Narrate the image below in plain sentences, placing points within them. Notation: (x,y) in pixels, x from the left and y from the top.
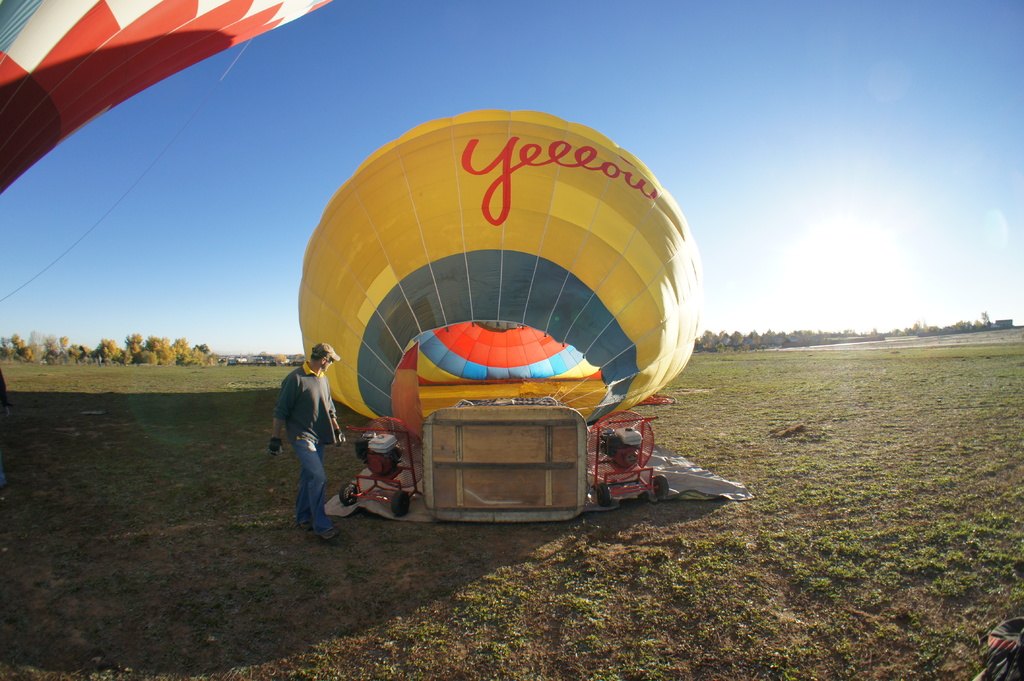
In this image, we can see hot air balloons (323,288), few machines (629,450) and some objects (520,445). Here we can see a person (319,510) is walking on the ground (498,577). Background we can see so many trees (975,324) and sky (999,82).
